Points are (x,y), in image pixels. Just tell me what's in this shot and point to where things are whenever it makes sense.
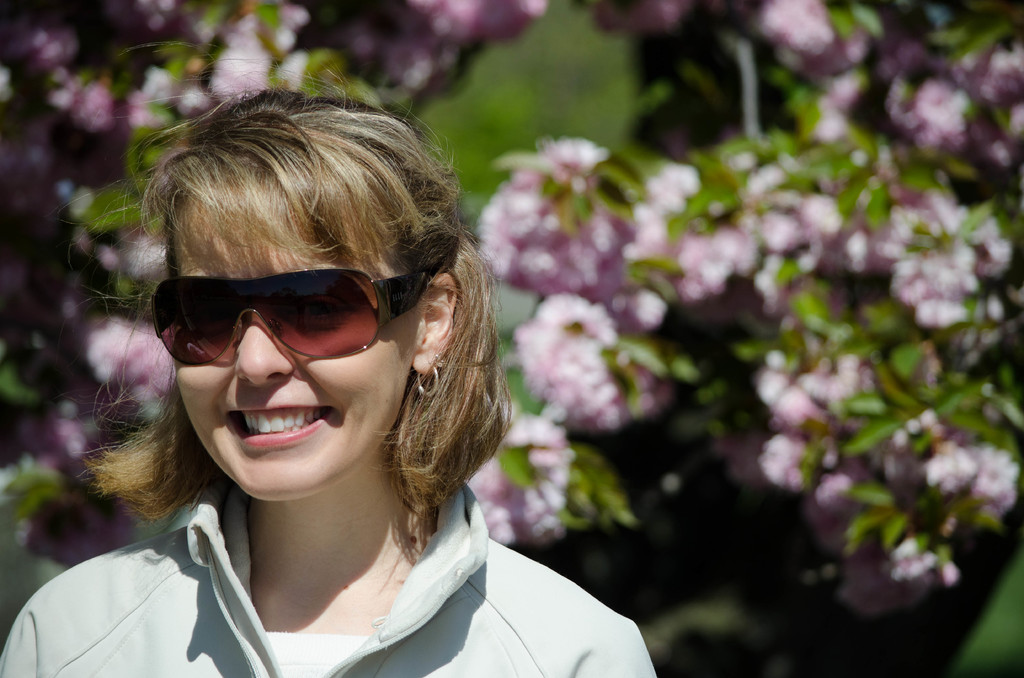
In the background (844,292) we can see pink flowers (932,416) and green leaves (185,48). In this picture we can see a woman (233,337) with a short light brown color hair (402,235), wearing goggles (367,306) and she is smiling.
